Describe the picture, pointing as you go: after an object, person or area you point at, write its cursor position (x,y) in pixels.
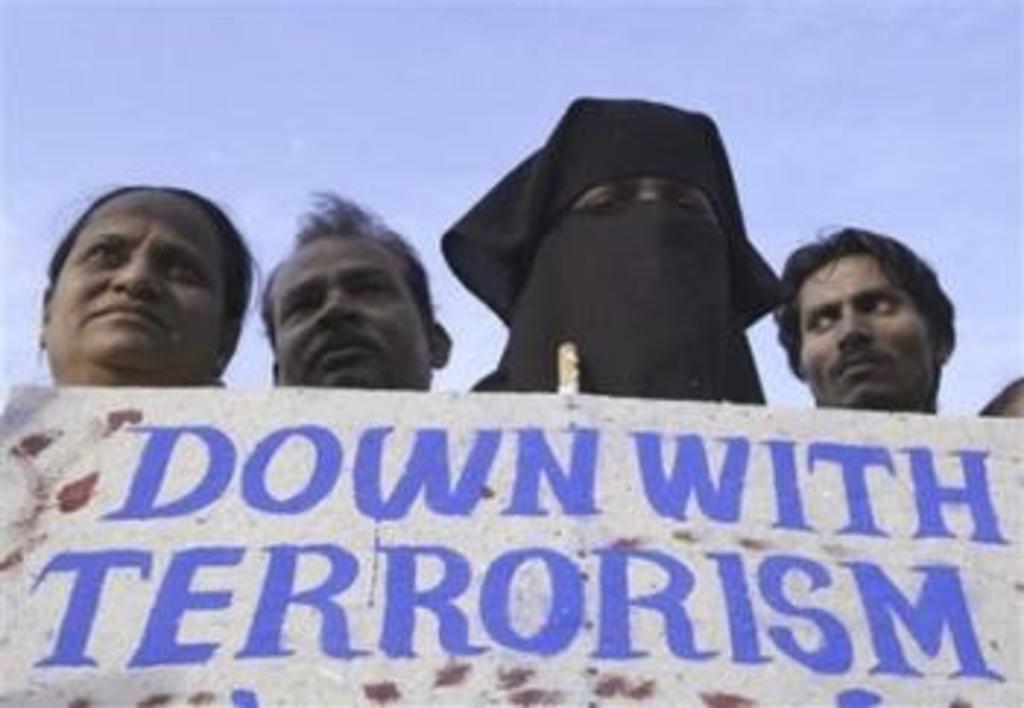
In the image two women (150,314) and men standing behind a banner (137,460) and above its sky (736,102).
